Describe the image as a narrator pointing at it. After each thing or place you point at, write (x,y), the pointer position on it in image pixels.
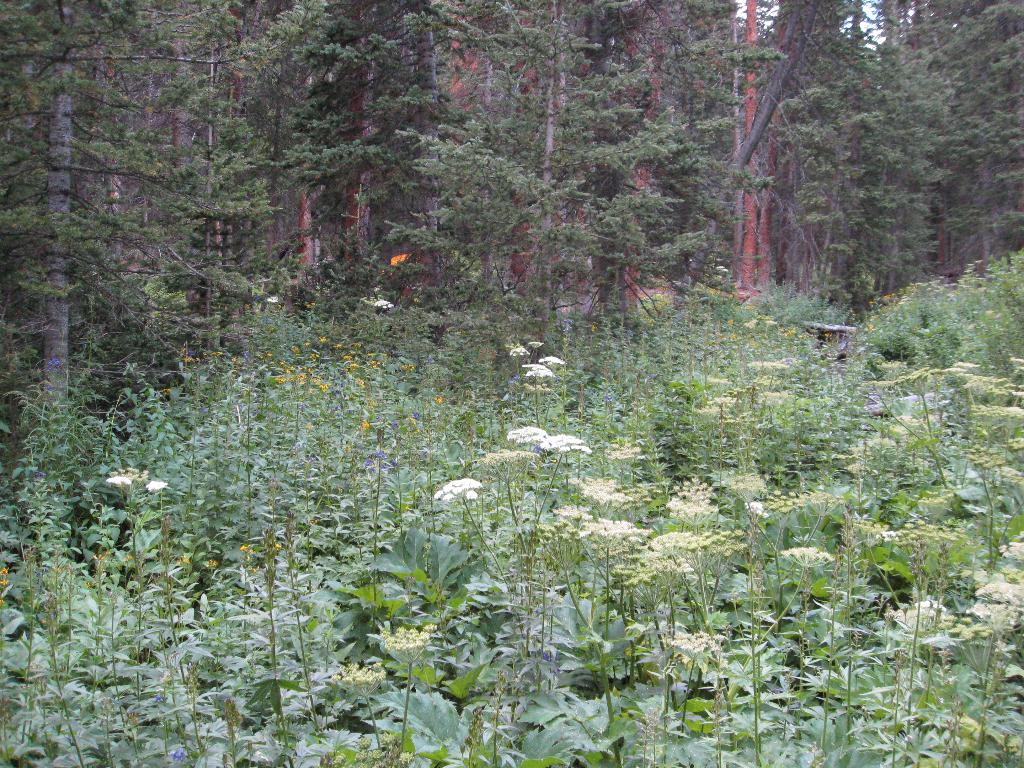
In this picture we can see many trees (690,255). At the bottom (317,575) we can see flowers (550,362) on the plant (710,596). In the top right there is a sky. In the bottom left (333,580) we can see the leaves (61,477). In the background (642,153) there are trees (508,191).
